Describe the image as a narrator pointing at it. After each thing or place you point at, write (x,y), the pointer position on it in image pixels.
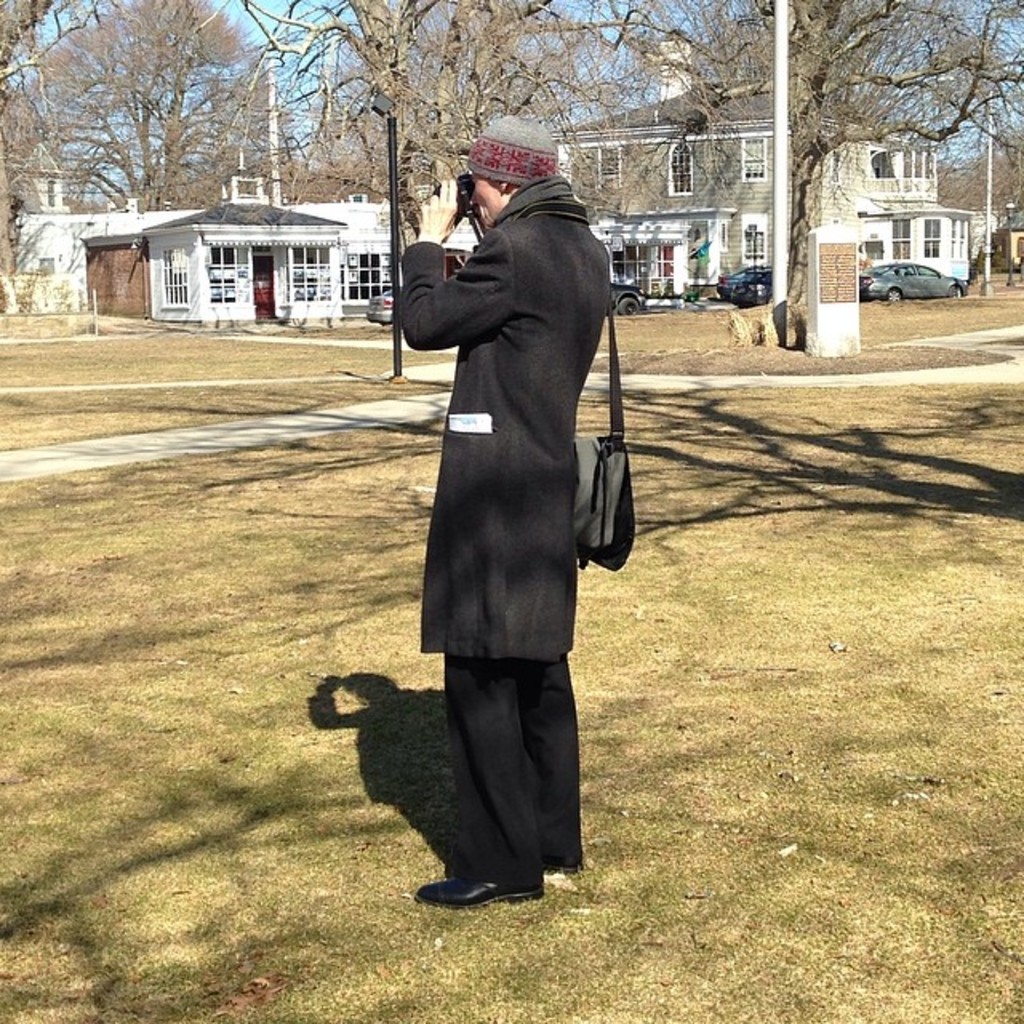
In the center of the picture (562,357) there is a person (469,270) holding a camera (474,194) and wearing a bag (601,443). At the bottom (435,851) there is grass (575,622). In the background (421,121) there are trees (421,121), houses (733,105), poles (782,282), cars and other objects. Sky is sunny.
